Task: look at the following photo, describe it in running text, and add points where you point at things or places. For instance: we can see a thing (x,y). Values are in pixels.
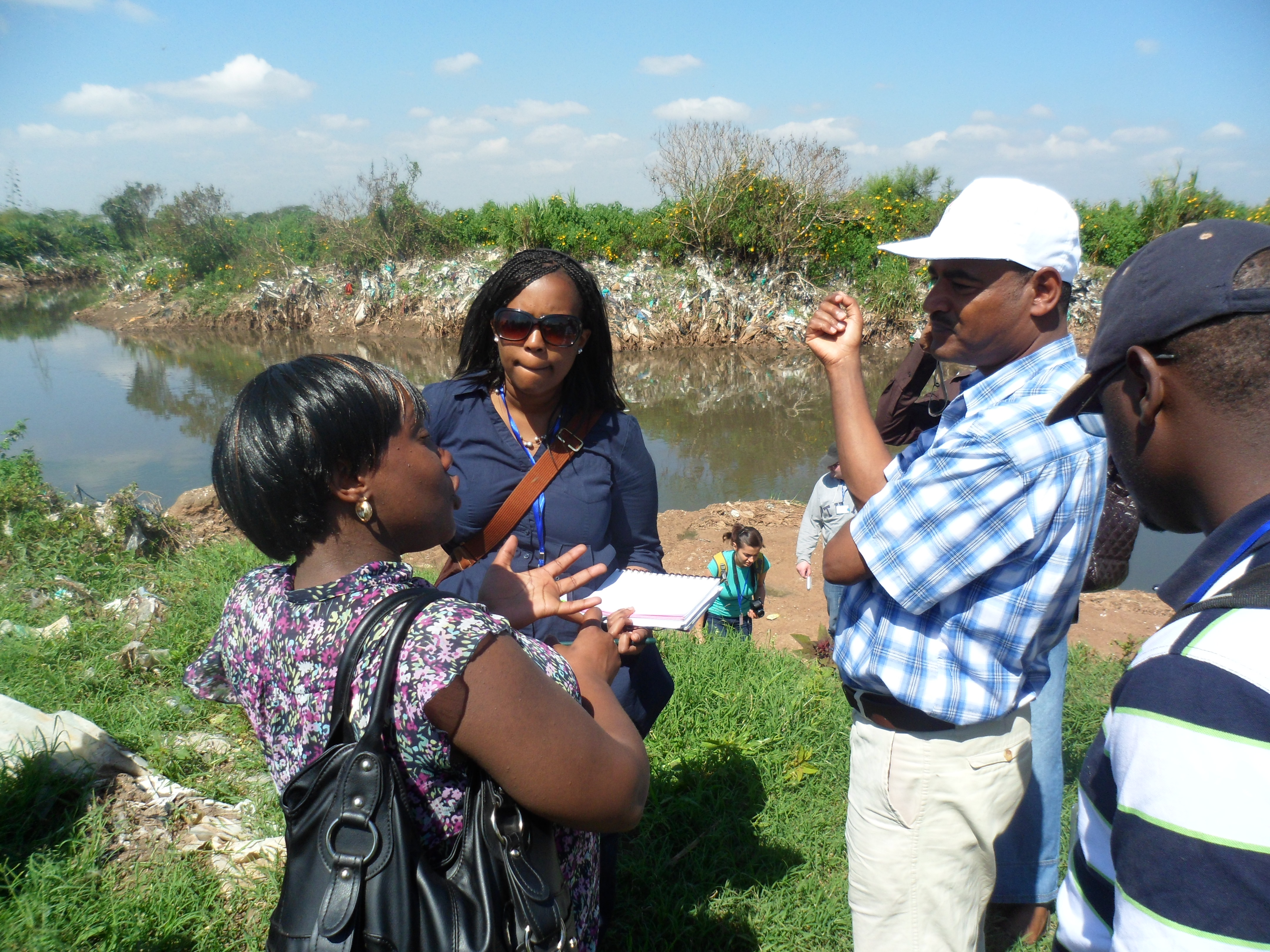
In the center of the image (610,499) we can see two ladies (575,501) are standing and carrying bags (393,773). A lady (639,641) is holding a book (650,580) and another lady (487,636) is explaining something. On the right side of the image (925,516) we can see some persons (1073,599) are standing and some of them are wearing caps (1102,361). In the background of the image (1125,222) we can see the water (700,436), trees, ground (709,538), grass (46,549), rocks (767,516). At the bottom of the image (738,928) we can see the ground (800,861). At the top of the image (804,72) we can see the clouds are present in the sky (417,191).
